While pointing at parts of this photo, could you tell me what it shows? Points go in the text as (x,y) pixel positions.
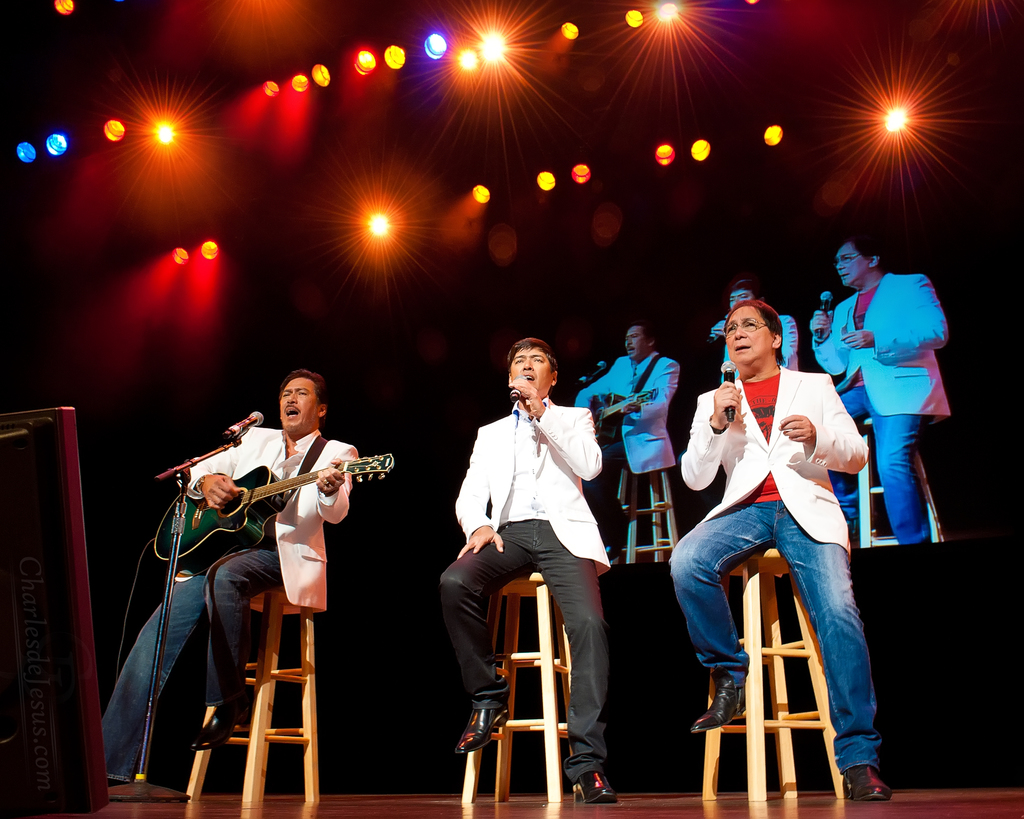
There are three men (526,468) sitting on the stools (776,621), two having a microphone (732,375) in their hands (530,386). One of the guy (224,500) is playing the guitar (211,511) and three of them are singing. In the background (467,179), there are different colors of Lights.
